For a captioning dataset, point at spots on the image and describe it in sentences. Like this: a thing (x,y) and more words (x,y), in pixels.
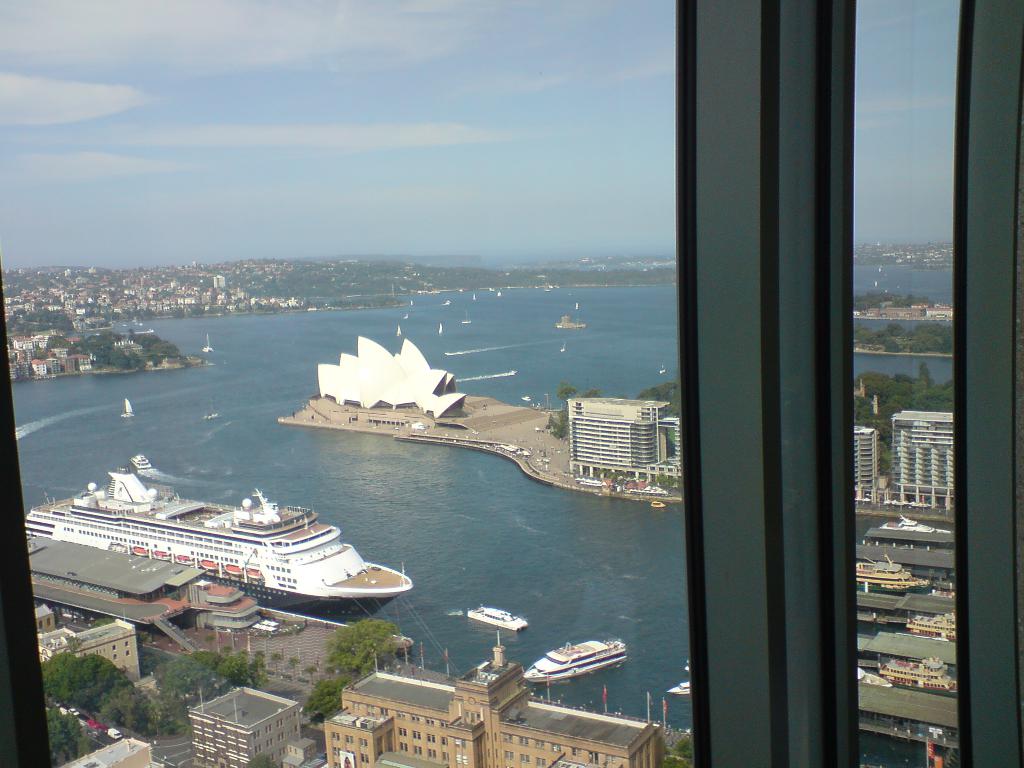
In the picture we can see an outside view from the window glass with water (217,340) and in it we can see a ship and some boats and beside the ship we can see some trees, buildings (542,739), and in the background (273,294), we can see an island (264,304) with trees (278,282), buildings (170,306), houses (185,302) and in the background (251,185) we can see a sky (304,249) with clouds (190,139).
